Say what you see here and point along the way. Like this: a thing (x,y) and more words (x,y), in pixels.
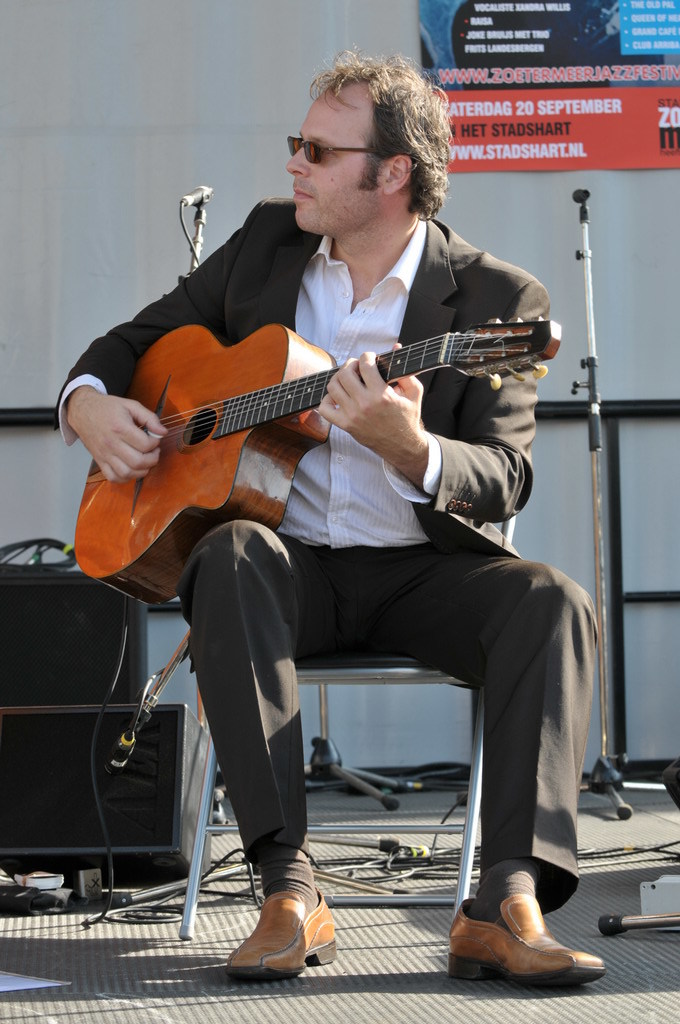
In this image a man (83,388) is sitting on a chair (205,829) and holding a guitar (213,468) in his hands (129,420) and ready to play a music. At the background (49,58) there is a wall (550,187) and a poster (565,110) with a text (599,74) on it. At the bottom of the image (465,1003) there is a stage (39,930).
